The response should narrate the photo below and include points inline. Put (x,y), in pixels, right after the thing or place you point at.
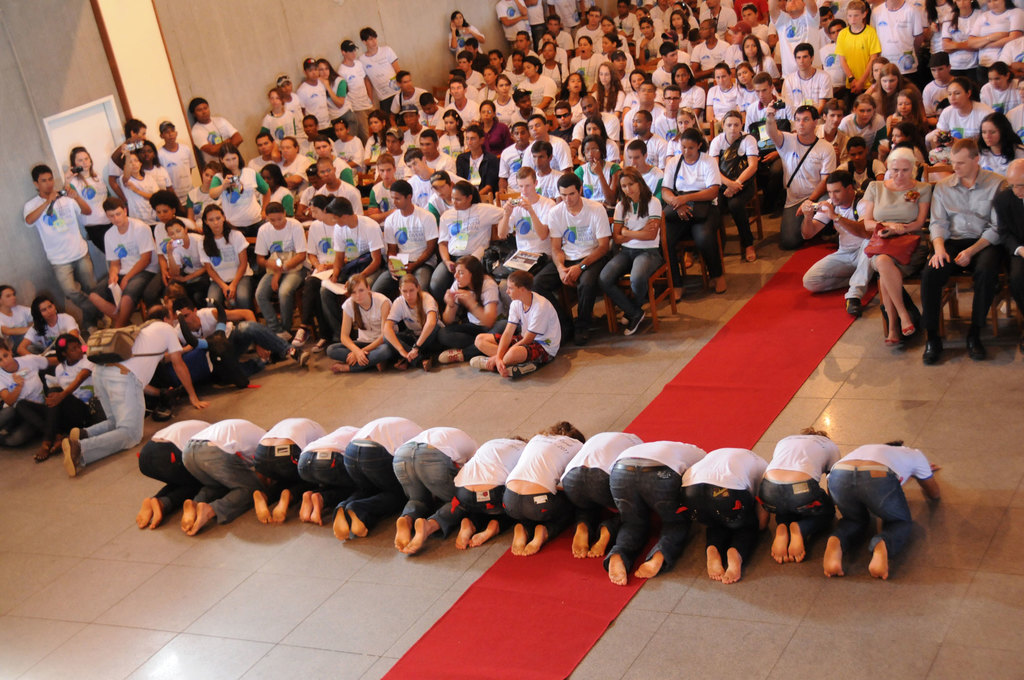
The picture is taken in a hall (62,539). In the foreground of the picture (501,478) there are people (516,466) bowing and a red carpet (494,646). At the top (545,146) there are people (349,288), many are sitting in chairs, few are standing and few are sitting on the floor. Towards left (115,102), at the top (168,53) it is wall (195,64).
